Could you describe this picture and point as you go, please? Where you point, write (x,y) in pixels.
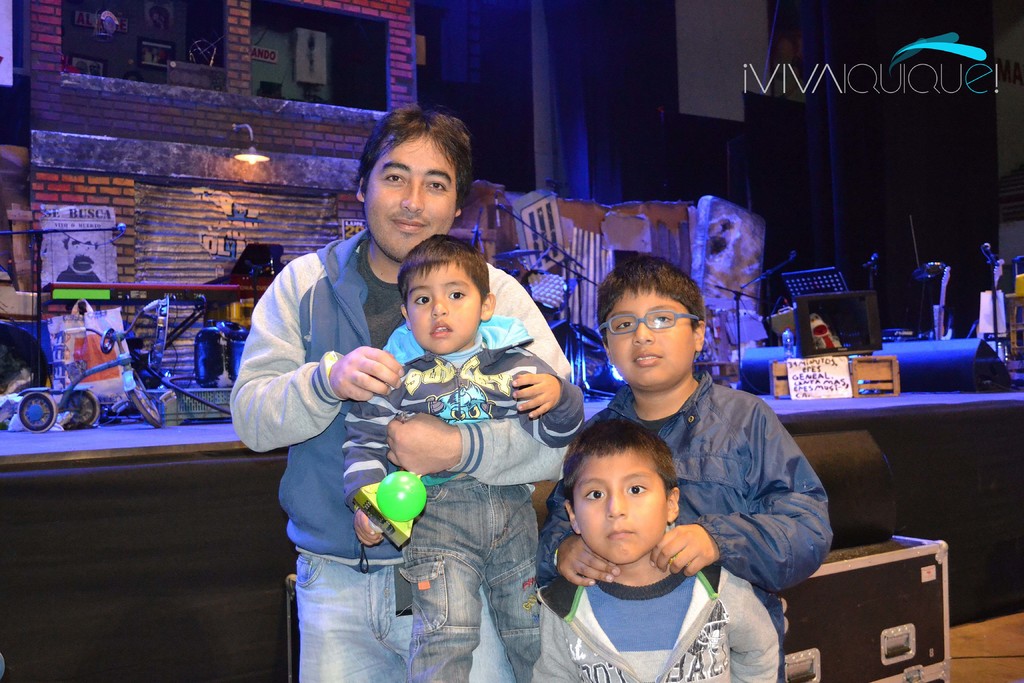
This picture describes about group of people (395,382), behind them we can see few boxes (889,618), toys (131,398), lights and other things (90,313), on top of the image (926,83) we can see some text (776,88), also we can find a poster (79,251) on the wall (124,273).
